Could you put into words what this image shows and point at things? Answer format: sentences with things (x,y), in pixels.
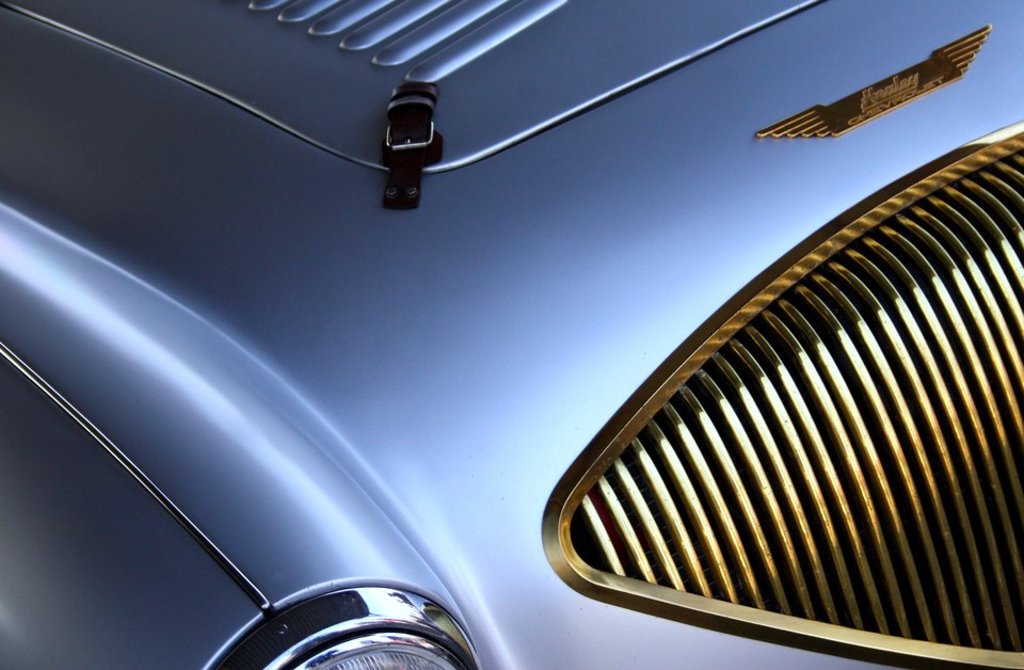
In this image I can see a part of a car (219,361). At the bottom of the image (329,649) I can see the light (348,624).
